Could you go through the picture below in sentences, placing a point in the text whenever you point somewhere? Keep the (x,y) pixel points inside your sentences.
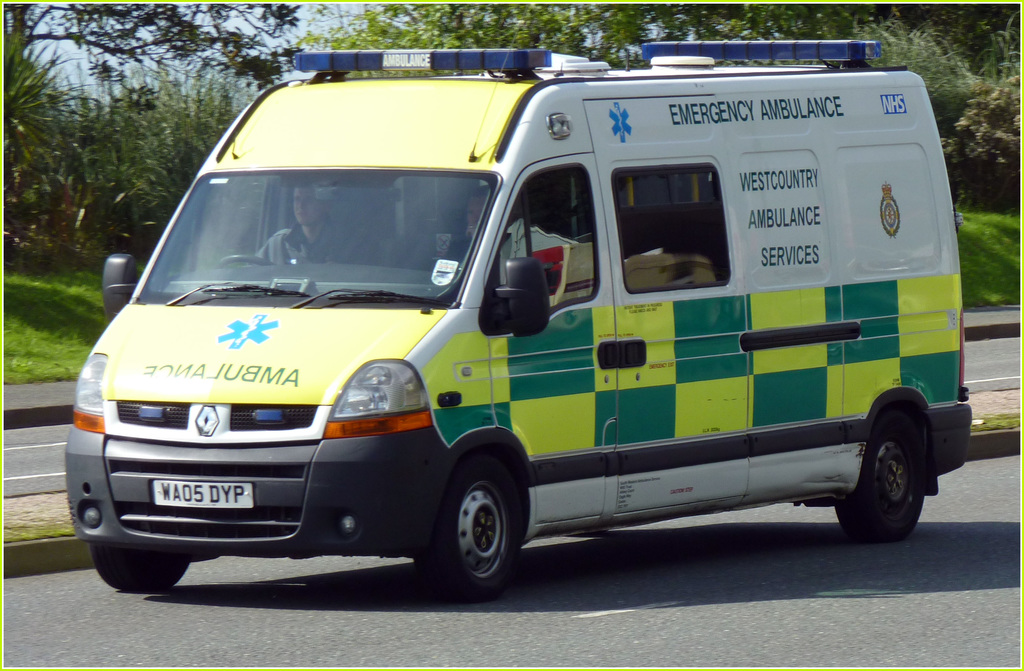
In the background (89,40) we can see the sky (50,44), trees (135,35) and the green grass (11,342). In this picture we can see an ambulance (906,487) on the road (953,546). We can see the road divider (58,540) and persons (289,230) are visible inside the vehicle (530,270).
